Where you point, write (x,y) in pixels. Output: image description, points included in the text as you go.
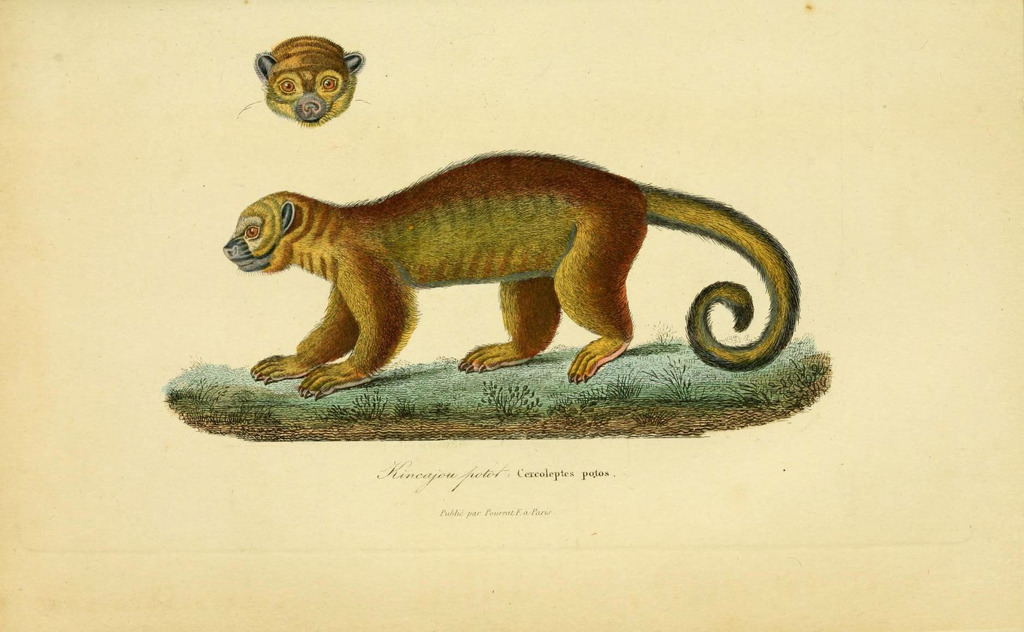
In the center of this picture (478,217) we can see a picture of an animal (368,299) standing on the green grass (463,398). At the top (316,86) we can see the picture of the head (349,78) of an animal (337,81). At the bottom (585,477) we can see the text (500,472).
